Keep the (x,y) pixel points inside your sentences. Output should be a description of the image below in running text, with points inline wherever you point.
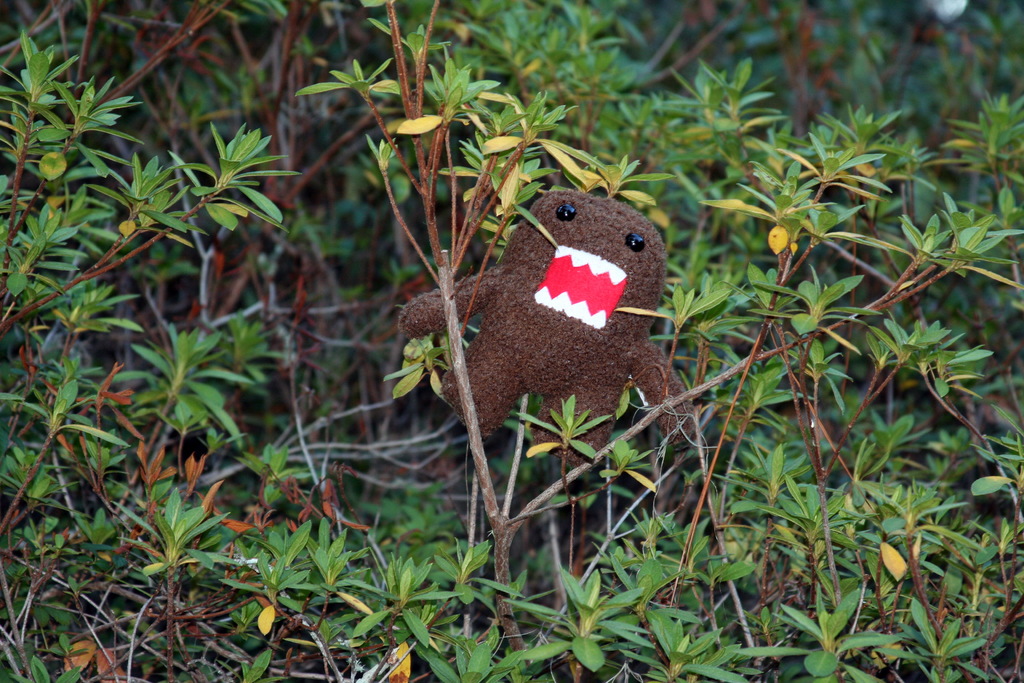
In the middle of the image (501,381) there is a toy (465,312). Around the toy (594,267) there are plants (774,144).
